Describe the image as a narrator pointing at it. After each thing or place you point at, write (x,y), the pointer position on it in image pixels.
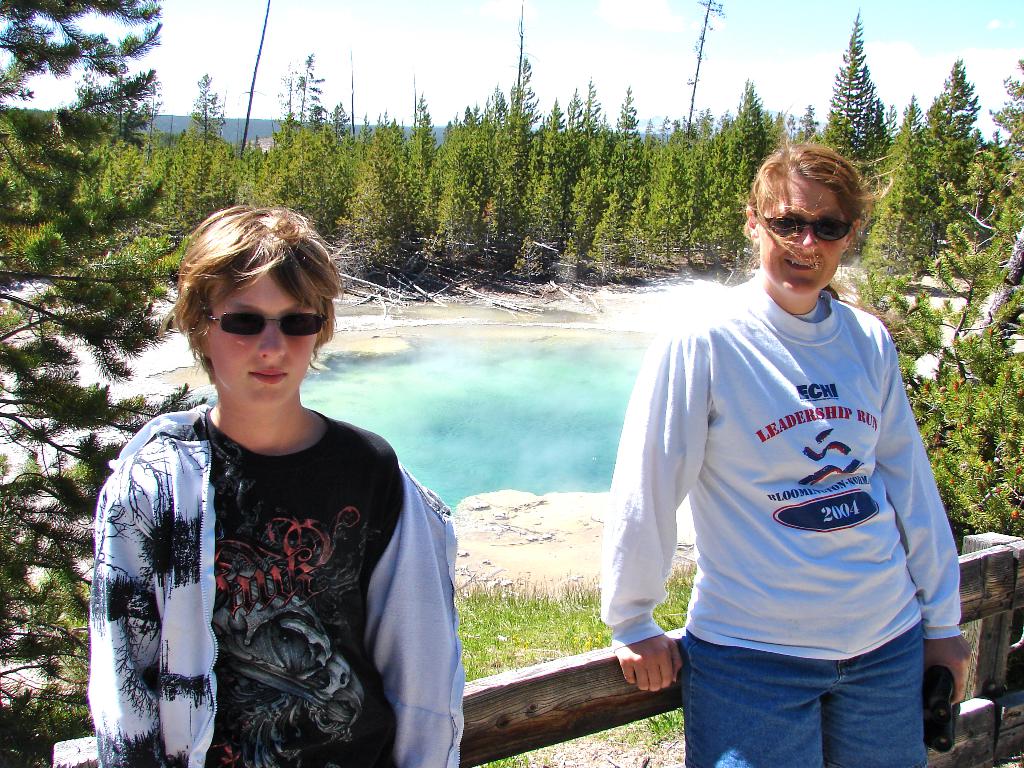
In this image there is one man (214,736) and one woman (677,657) standing and there are some wooden sticks (562,694), and in the background (545,431) there is a pond (369,388), trees (521,198), grass (567,599), and some rocks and some poles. At the top (239,43) there is sky (475,55).
